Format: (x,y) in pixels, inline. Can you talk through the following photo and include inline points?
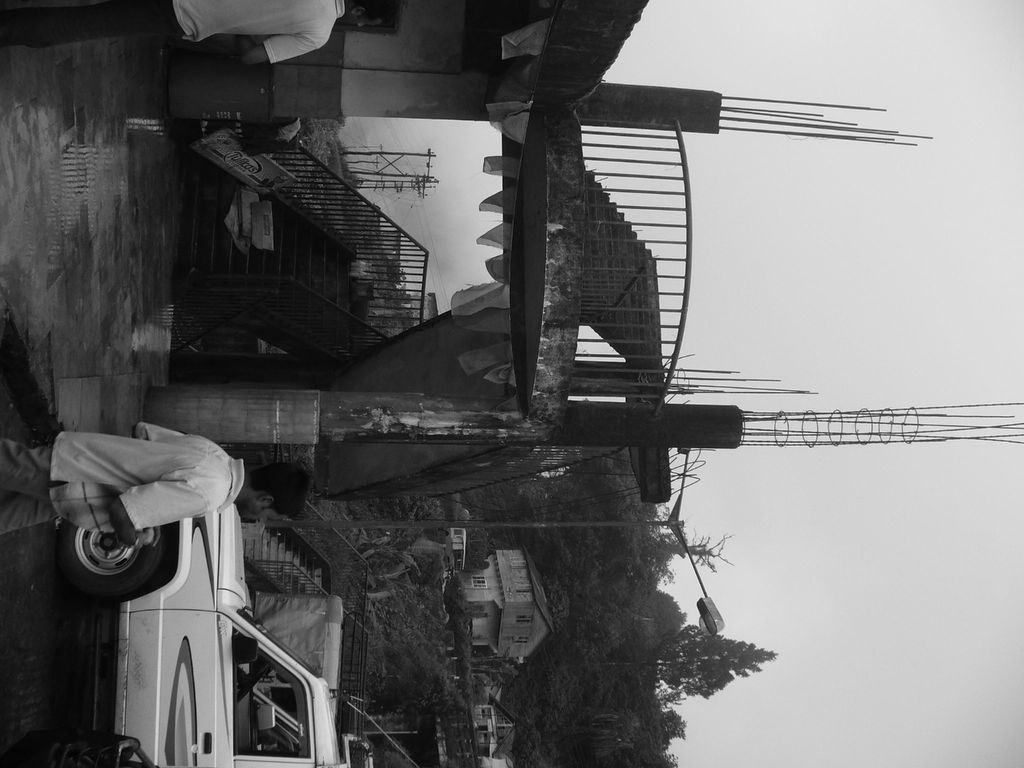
In this image I can see two persons (148,426) standing and I can also see few vehicles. In the background (490,641) I can see few houses (529,641), light poles (706,624), trees (657,511) in grey color and I can also see the sky (812,264) and the image is in black and white.
